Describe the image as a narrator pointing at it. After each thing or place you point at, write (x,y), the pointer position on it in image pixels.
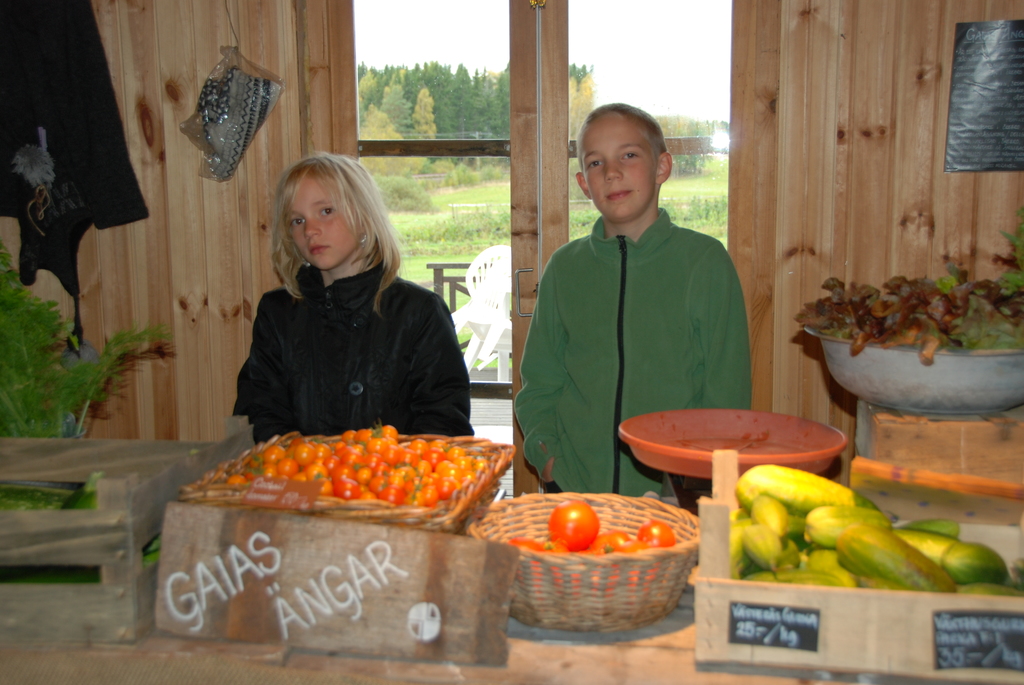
In this image there is a table (802,683) with so many vegetables (9,407) in the basket (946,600), behind them there is a window (478,434) in between the wall (167,403) from which we can see there is a view of trees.
